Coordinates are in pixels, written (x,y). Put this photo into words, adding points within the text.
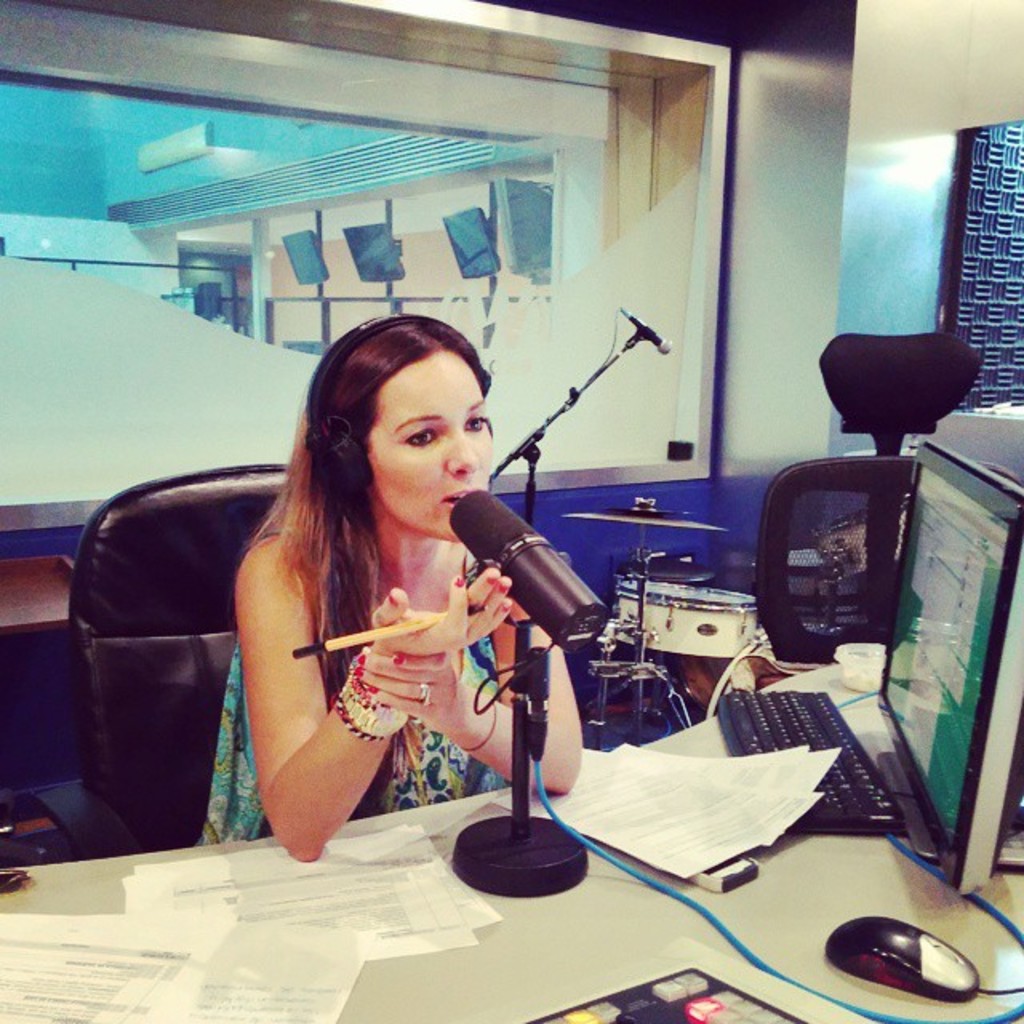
In the image we can see there is a woman (417,524) who is sitting on chair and in front of her there is a mic (536,594) with a stand (541,834). On the table (550,939) there are papers (296,899), monitor (1017,641), keyboard (856,801), mouse (894,931) and at the back (707,608) there is a drum set (660,616).
